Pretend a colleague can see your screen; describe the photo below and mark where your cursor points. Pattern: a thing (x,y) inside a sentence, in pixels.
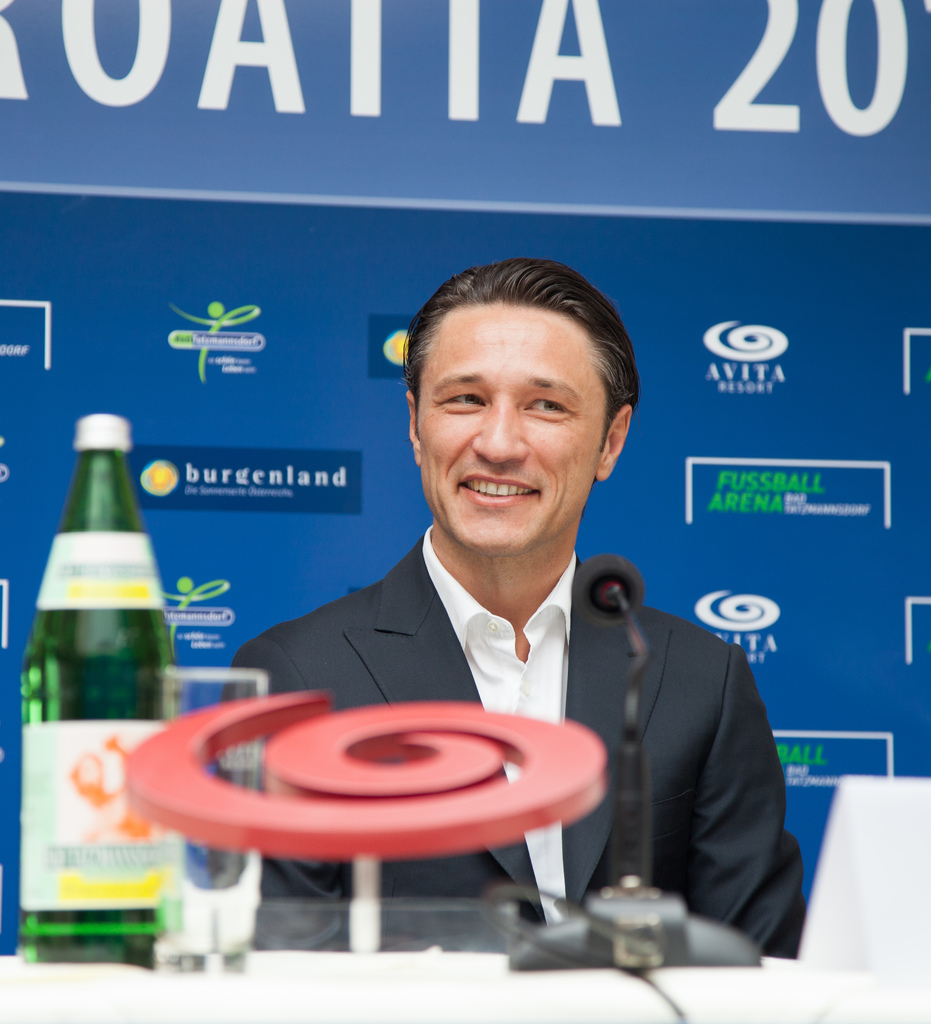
In this picture, we see a man (728,729) in white shirt (516,684) and black blazer (394,656) is sitting on chair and he is smiling. In front of him, we see a table (394,965) on which glass (211,917), water bottle (106,714), microphone (641,871) and red coil (367,813) are placed. Behind him, we see a board (599,220) which is blue in color and we even see text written on it.
